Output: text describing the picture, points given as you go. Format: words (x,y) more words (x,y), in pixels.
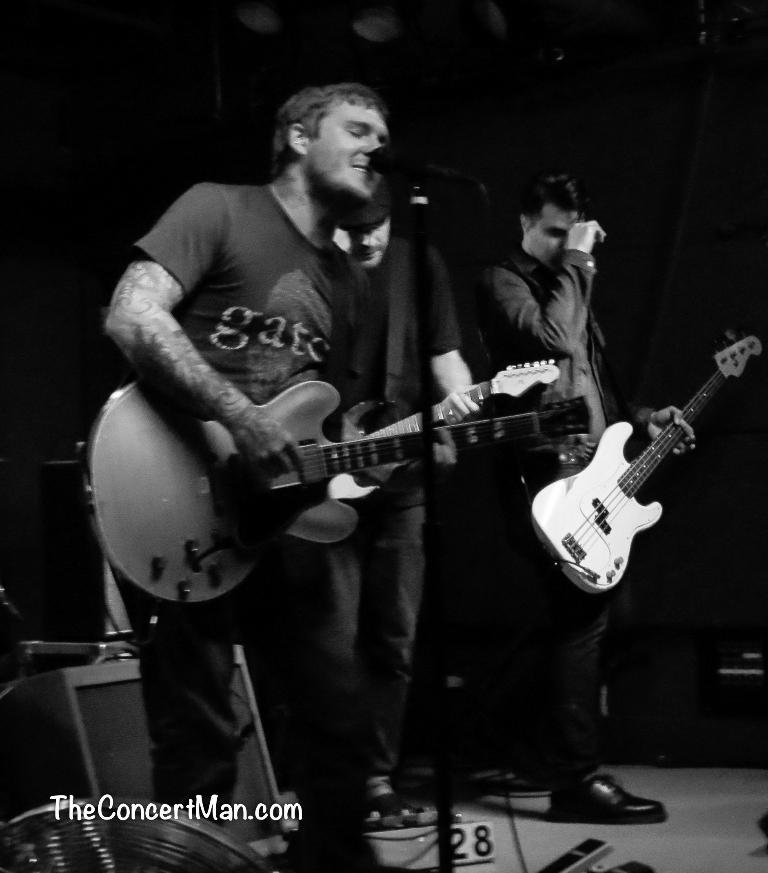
A man (153,316) is standing playing the guitar (325,416) and singing the song.
